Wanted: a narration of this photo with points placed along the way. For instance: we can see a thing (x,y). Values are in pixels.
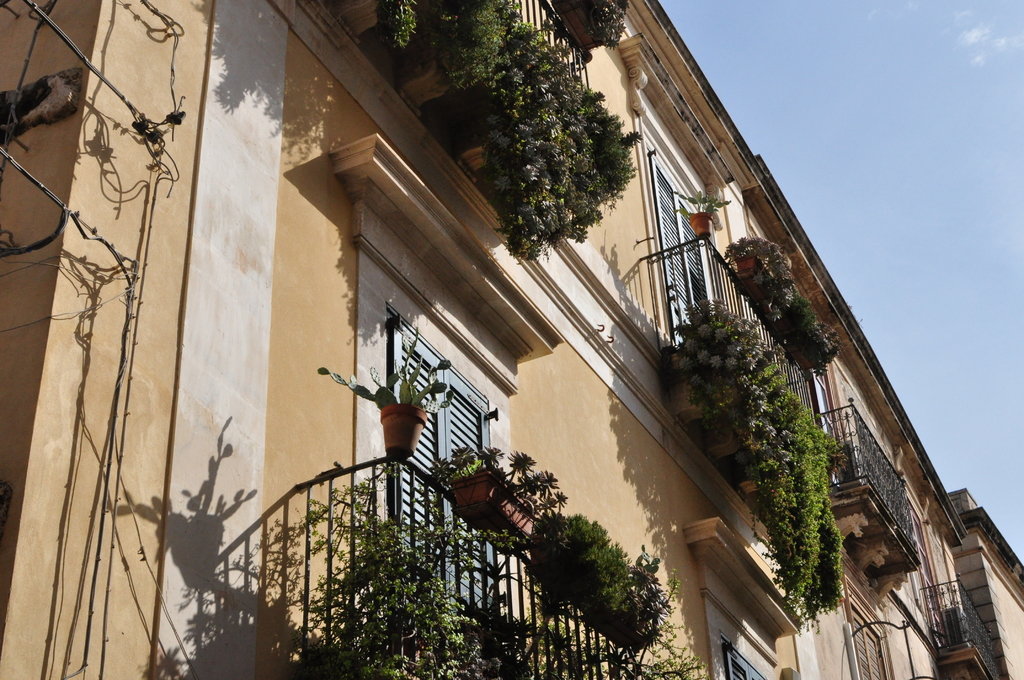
This image consists of a building (648,378) along with windows (437,416) and we can see the potted plants (371,500) near the balconies (687,269). At the top (824,188), there is sky (939,209). On the left (98,69), we can see the wires (44,189).
